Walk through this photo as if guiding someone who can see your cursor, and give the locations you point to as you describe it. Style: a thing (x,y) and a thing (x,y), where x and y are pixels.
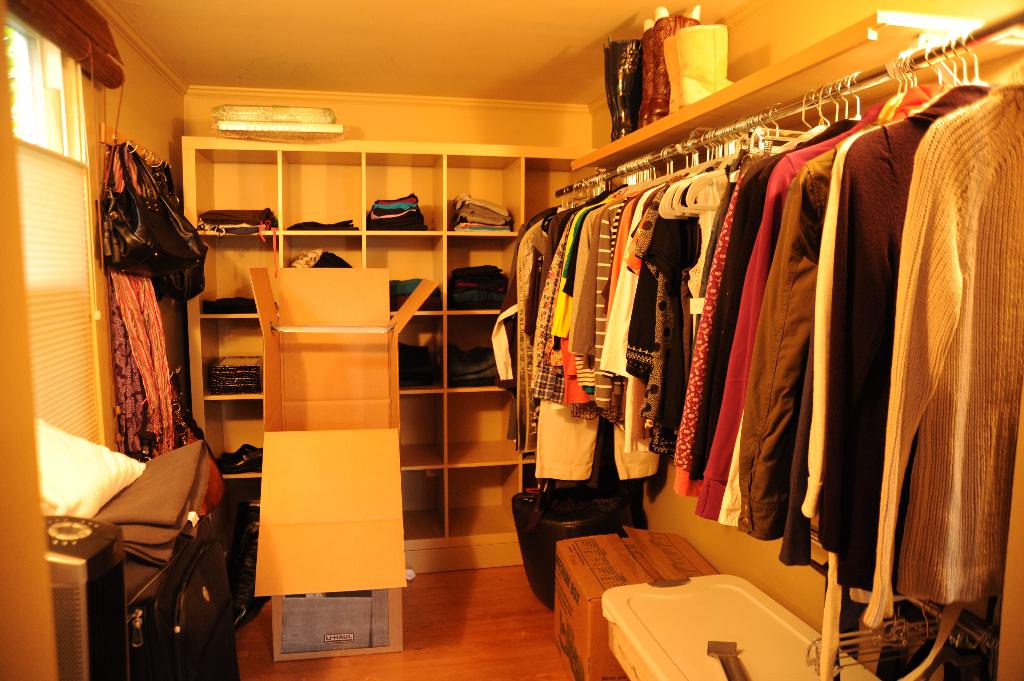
In this image we can see a closet (220,177). Image also consists of bags (166,232), card board (297,493), a white color box (693,641) and also clothes (475,206) placed inside the rack (433,449). At the top (406,30) there is ceiling (436,30) and at the bottom (505,641) there is floor (521,635).
